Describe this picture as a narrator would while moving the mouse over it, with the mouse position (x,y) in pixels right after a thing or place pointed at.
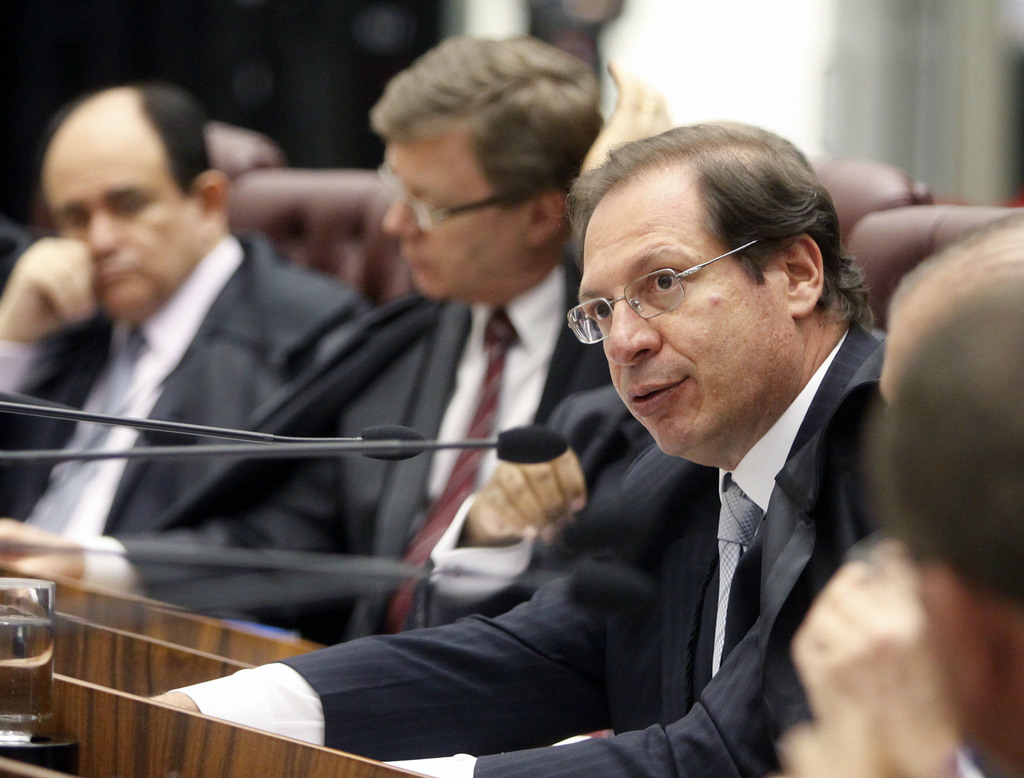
In this image I can see group of people (628,470) sitting. There are mike's (67,415), tables (99,775) or podiums (153,757) and the background (719,68) is blur.
